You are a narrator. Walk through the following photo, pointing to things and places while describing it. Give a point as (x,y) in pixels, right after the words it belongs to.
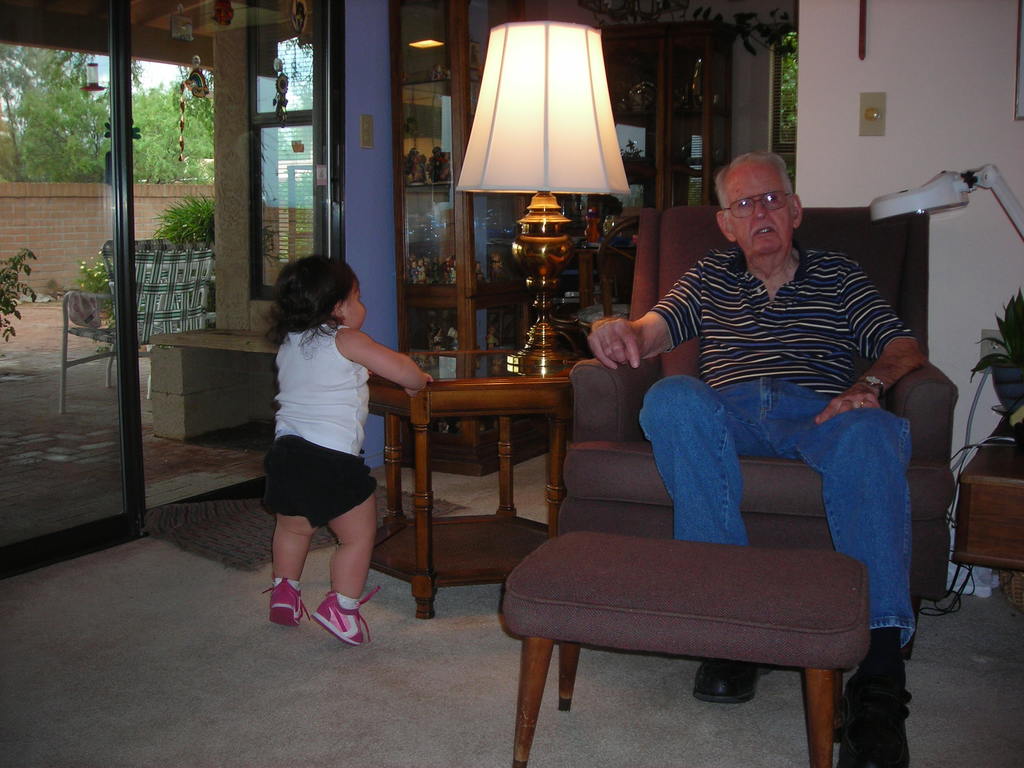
Here we can see that a person (791,264) is sitting on the chair (874,257), and in front (718,595) here is the table (724,577), and at side here is the lamp (542,267), and a baby (322,353) is standing, and here are the trees (162,131) and here is the door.
